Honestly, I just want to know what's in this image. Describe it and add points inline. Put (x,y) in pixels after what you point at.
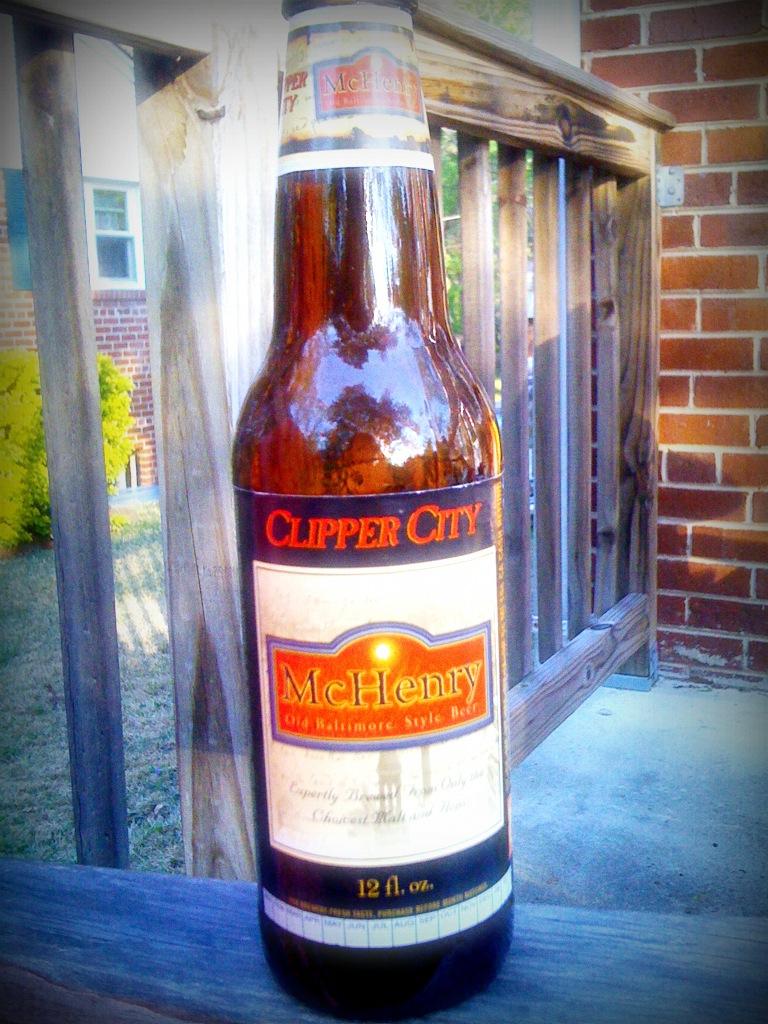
In this picture we can see a bottle (442,568) with sticker (352,716) placed on a wooden plank (72,909) and in background (106,372) we can see tree (3,368), wall (135,339), window (103,218), wooden fence (488,183).
